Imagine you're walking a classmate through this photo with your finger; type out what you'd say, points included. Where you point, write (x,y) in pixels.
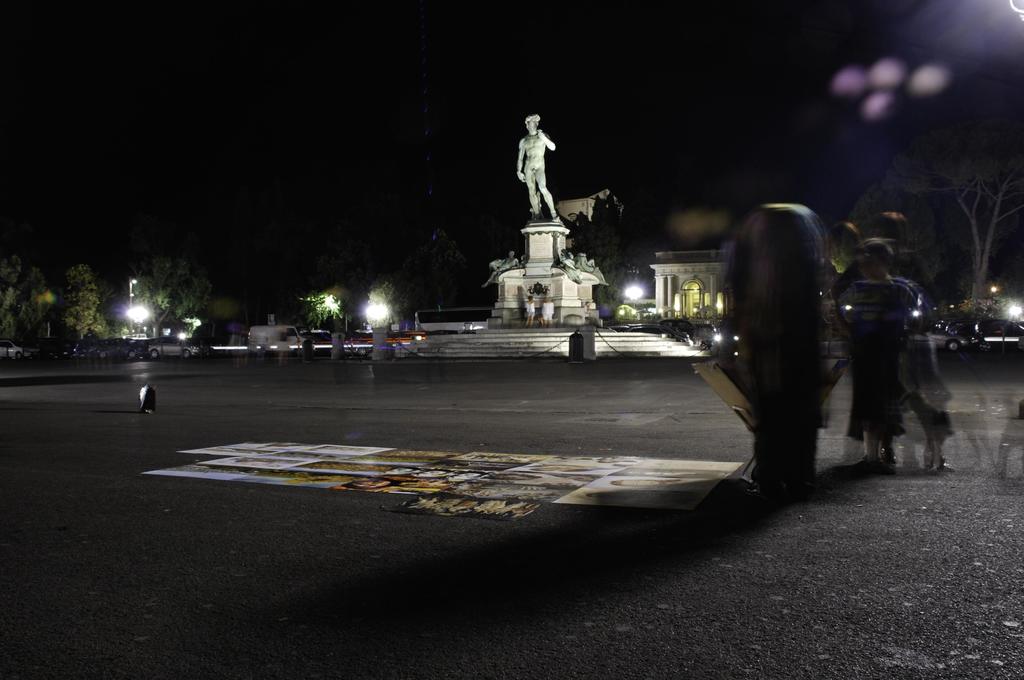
In this image on the right side (887,394) there are some people (879,418), in the center (552,234) there is one statue (540,163) and some stairs (468,344) and some persons (552,315). In the background (385,310) there are some trees (151,310), lights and some vehicles (186,340). On the right side (705,261) there are some buildings (655,283) and plants (964,297) and trees (972,267). At the bottom (394,526) there is a road (201,434), on the road (217,441) there is a painting (370,484).
